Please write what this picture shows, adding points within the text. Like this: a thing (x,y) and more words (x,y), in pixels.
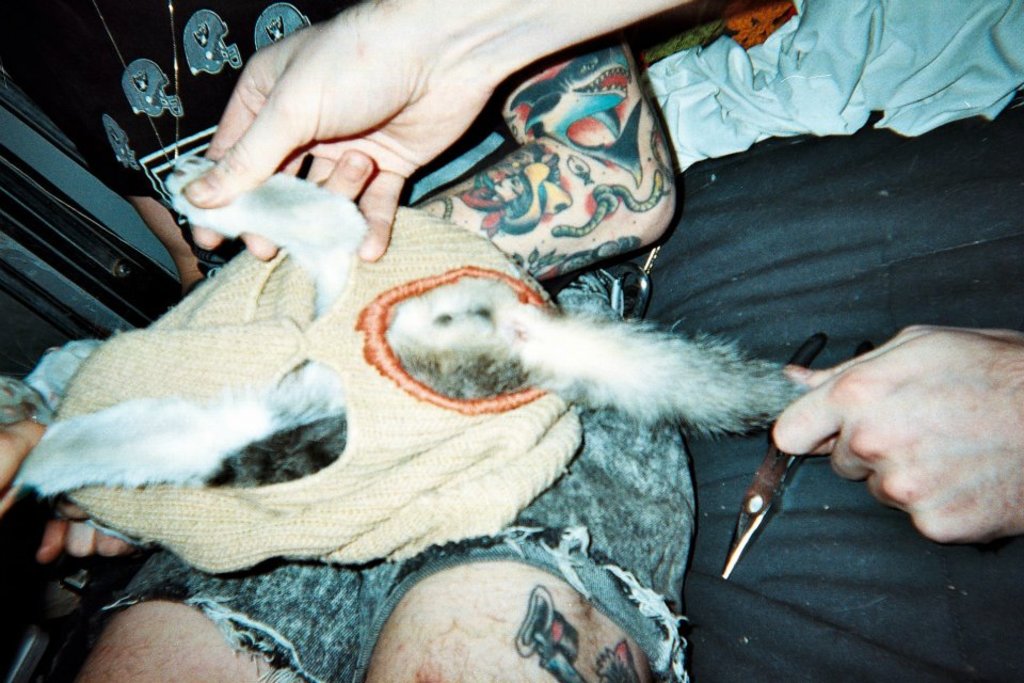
In this image there is a pet (465,353) on a lap (142,679) of a person (177,129). Beside him there is another person (278,117) holding the tail (723,397) and leg (323,226) of a pet (323,226). Beside the person's lap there is a tool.
